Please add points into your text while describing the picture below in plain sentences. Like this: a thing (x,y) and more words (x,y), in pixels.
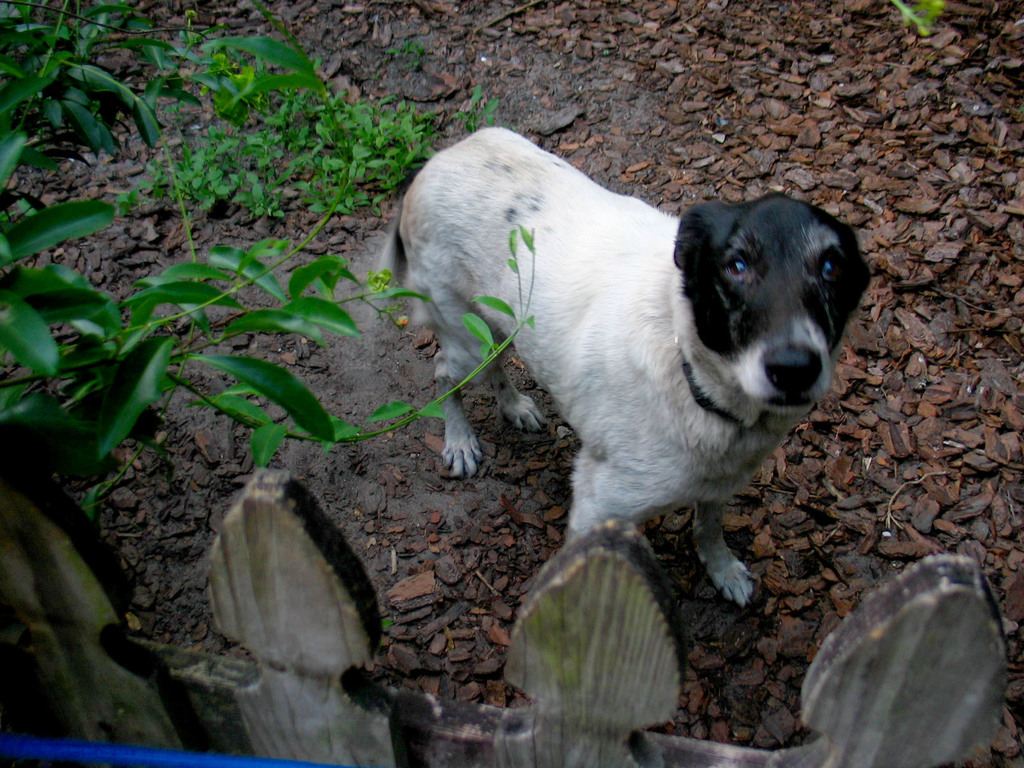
In this image we can see a dog (859,286), ground (849,123), plants (96,130), leaves (218,84), fence (259,484), and an object (83,759).
